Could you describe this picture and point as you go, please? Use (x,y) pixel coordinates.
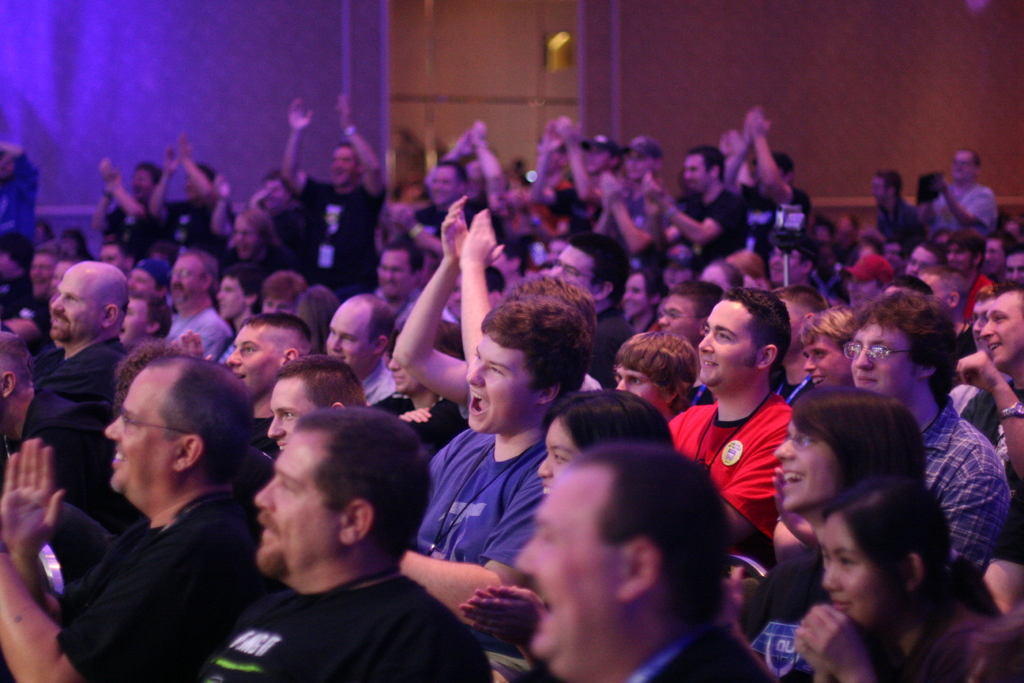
In this image, we can see a crowd (619,297) and in the background (298,82), there is a wall (724,60).
